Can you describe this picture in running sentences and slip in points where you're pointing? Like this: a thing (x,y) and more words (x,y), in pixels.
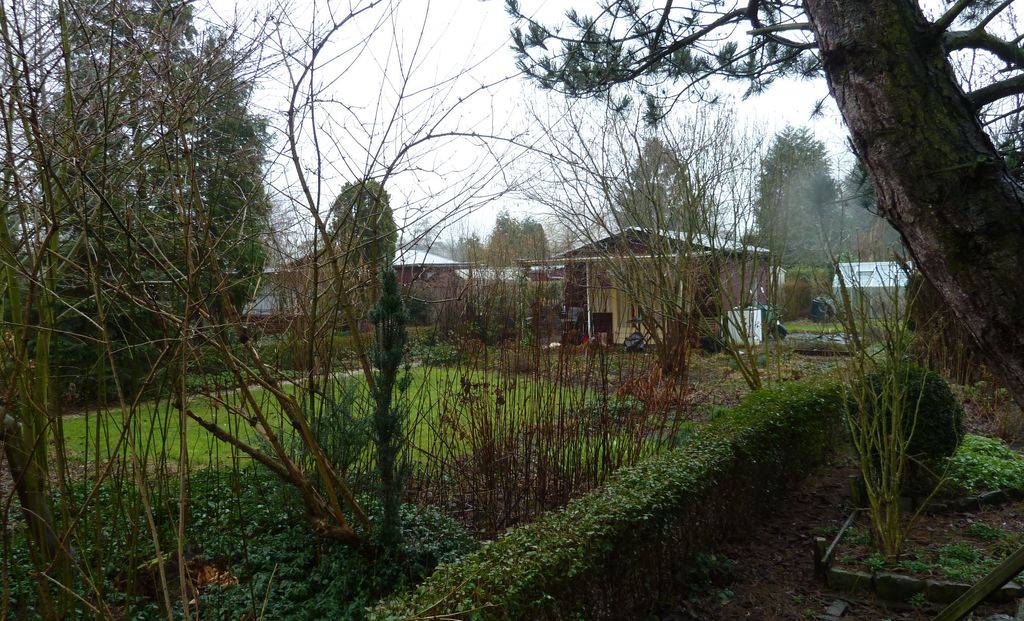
In this image I can see there are trees (352,446), in the middle (620,299) there are sheds (716,284), at the top (432,54) it is the sky (427,49).
